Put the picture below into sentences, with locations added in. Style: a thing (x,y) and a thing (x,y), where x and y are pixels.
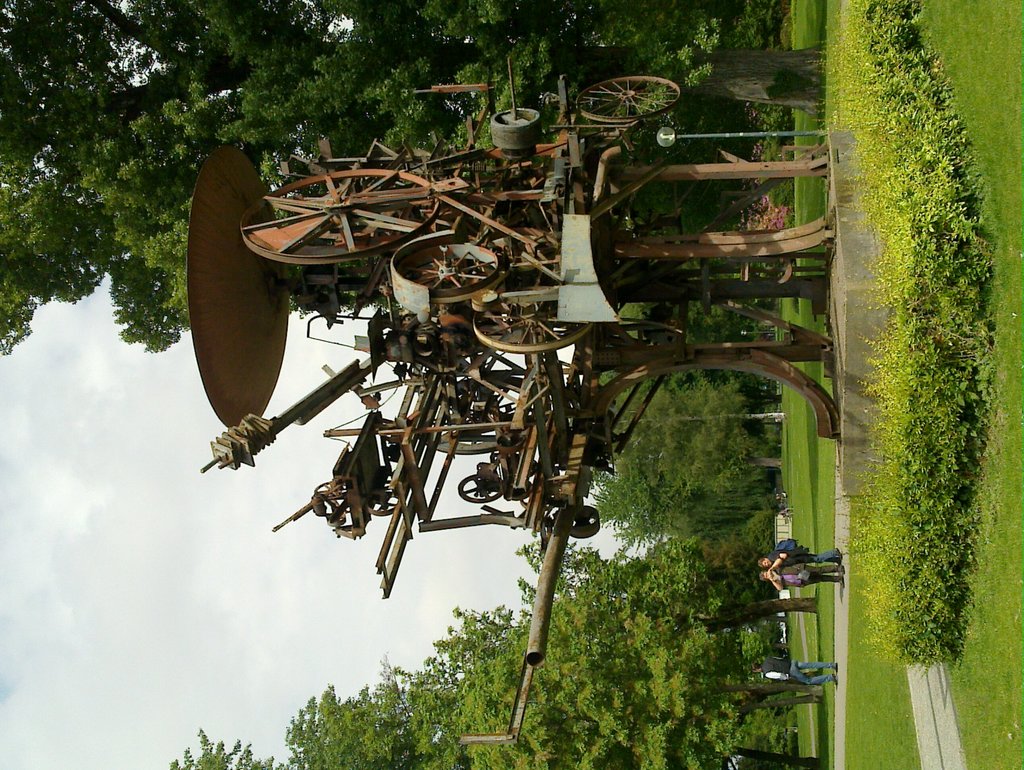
In this image, we can see some trees (386,720) and plants (889,436). There are three persons (783,570) in the bottom right of the image (834,560) wearing clothes (776,661). There is a machine (608,389) in the middle of the image (578,472). There are clouds (134,548) in the sky (261,579).
